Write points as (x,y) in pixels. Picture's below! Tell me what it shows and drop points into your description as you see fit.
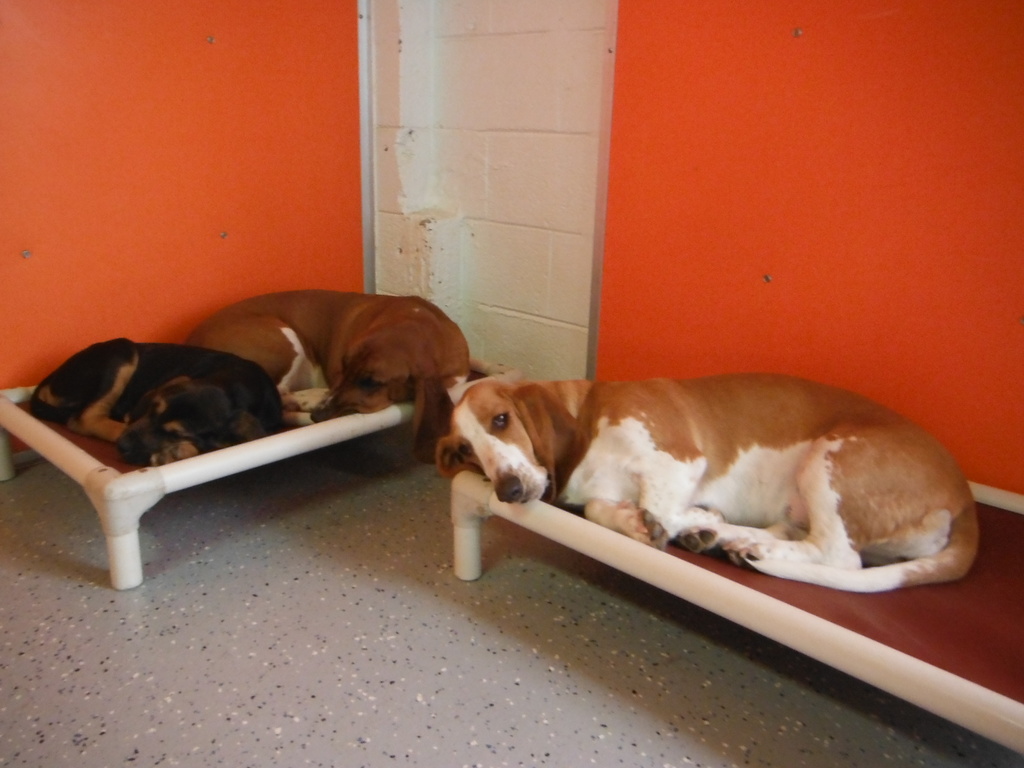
In this picture there are three dogs (753,472) sleeping on an object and the background wall (726,225) is in orange and white color.
